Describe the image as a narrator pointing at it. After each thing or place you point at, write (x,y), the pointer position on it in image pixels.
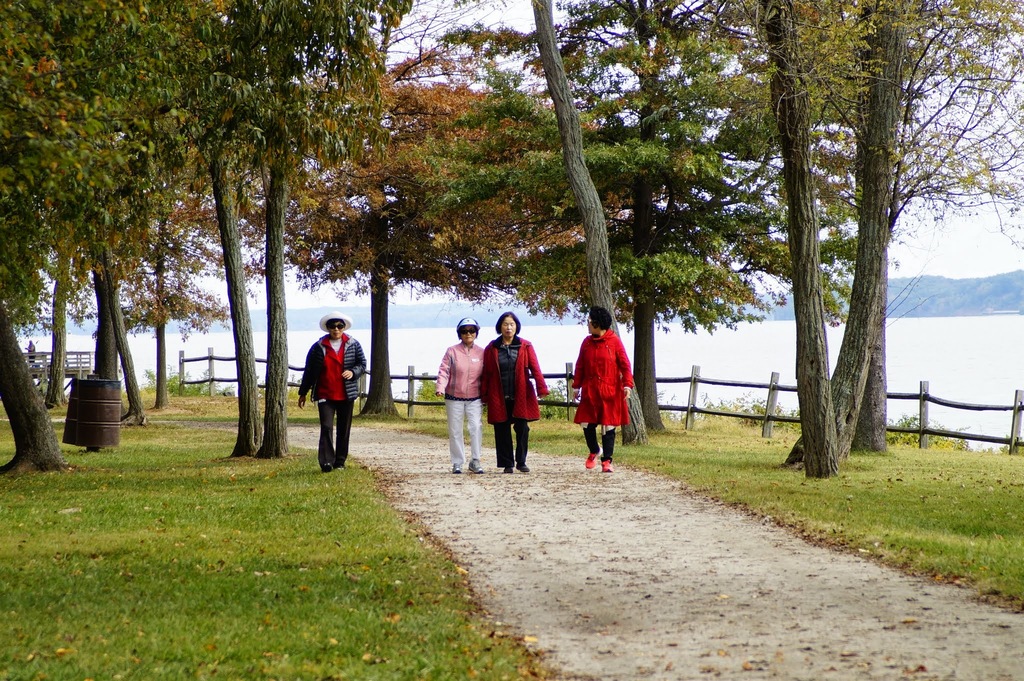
In this image we can see four persons (447,398) walking. Behind the persons (467,398) we can see trees (878,411), plants (757,406), wooden fence (562,403), water (438,360) and mountains (417,324). At the top (415,34) we can see the sky (434,27). In the foreground (229,559) we can see the grass (185,589) and the dried leaves (481,616).
